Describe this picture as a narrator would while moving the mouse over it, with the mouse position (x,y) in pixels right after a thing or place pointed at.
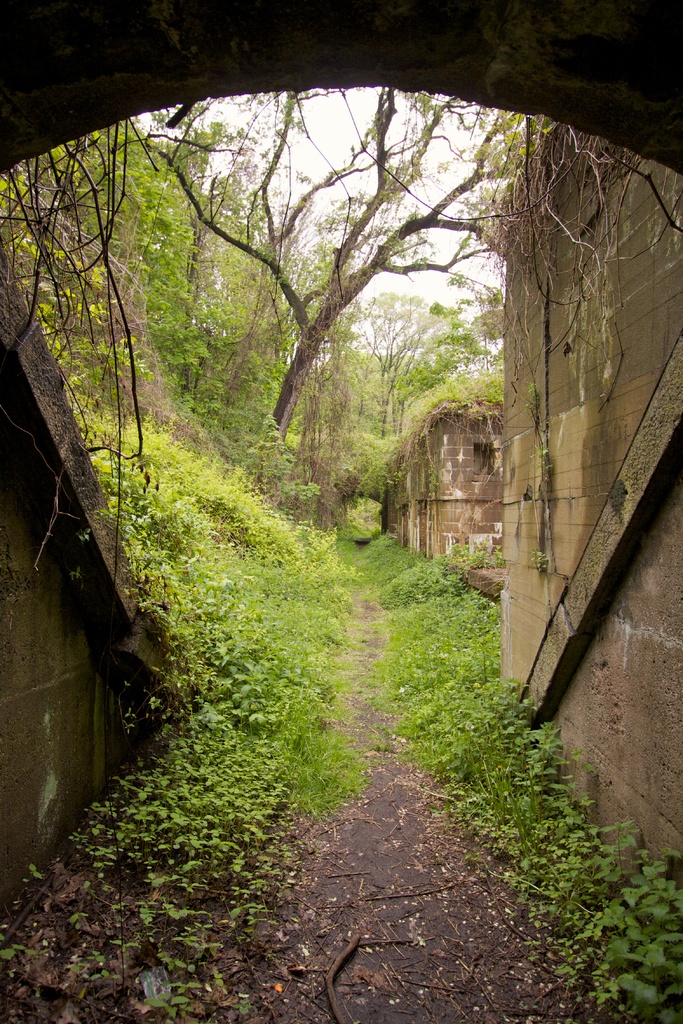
At the bottom of the picture (406,802), we see the road (372,885) and herbs (246,774). There are many trees (280,424) in the background (365,448) and we even see a building (412,532).
